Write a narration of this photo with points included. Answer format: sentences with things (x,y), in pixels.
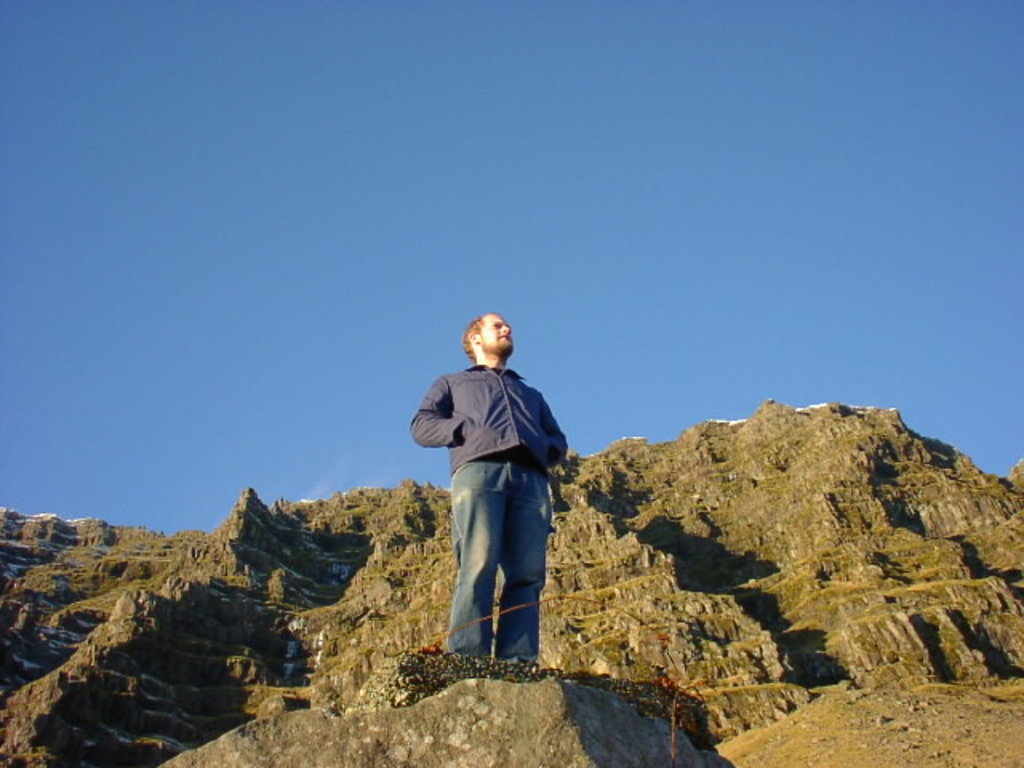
In the center of the image (451,477), we can see a man (466,513) standing and in the background (427,568), there are hills (335,642) and we can see an object (578,678). At the top (348,202), there is sky (348,202).
